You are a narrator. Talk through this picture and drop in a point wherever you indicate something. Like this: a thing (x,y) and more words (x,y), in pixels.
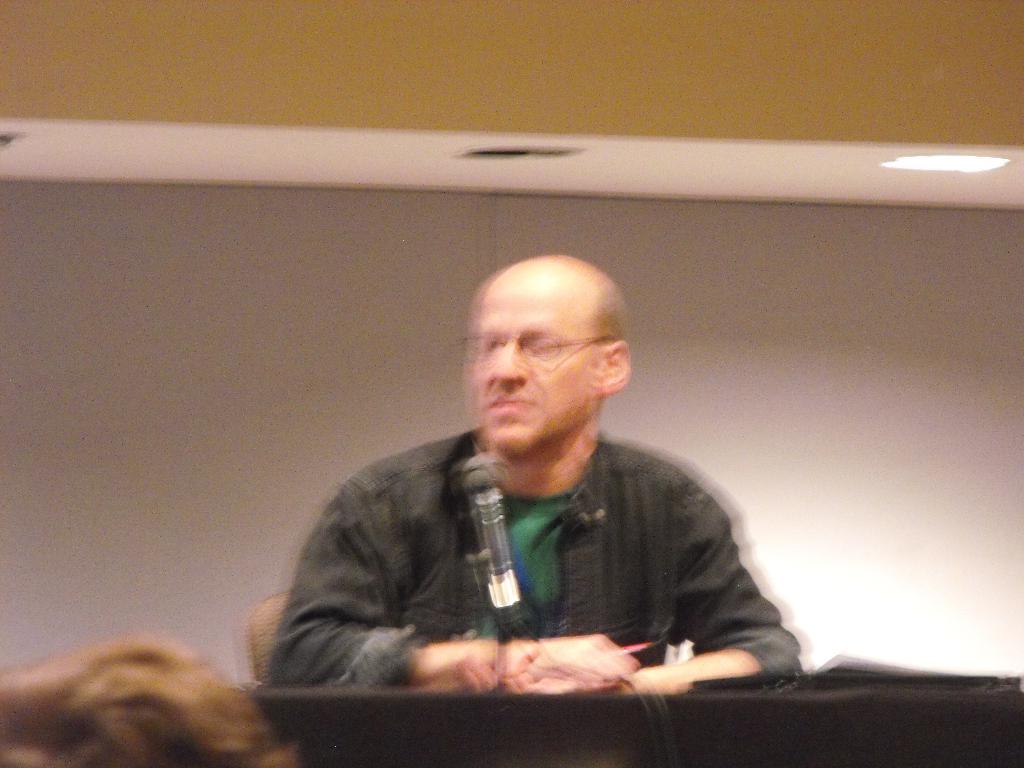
In this image we can see a person (554,380) sitting in a chair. We can also see a mic (504,589) beside him, table (656,733) and papers (841,671). On the background (379,437) we can see a wall (326,223) and ceiling lights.
